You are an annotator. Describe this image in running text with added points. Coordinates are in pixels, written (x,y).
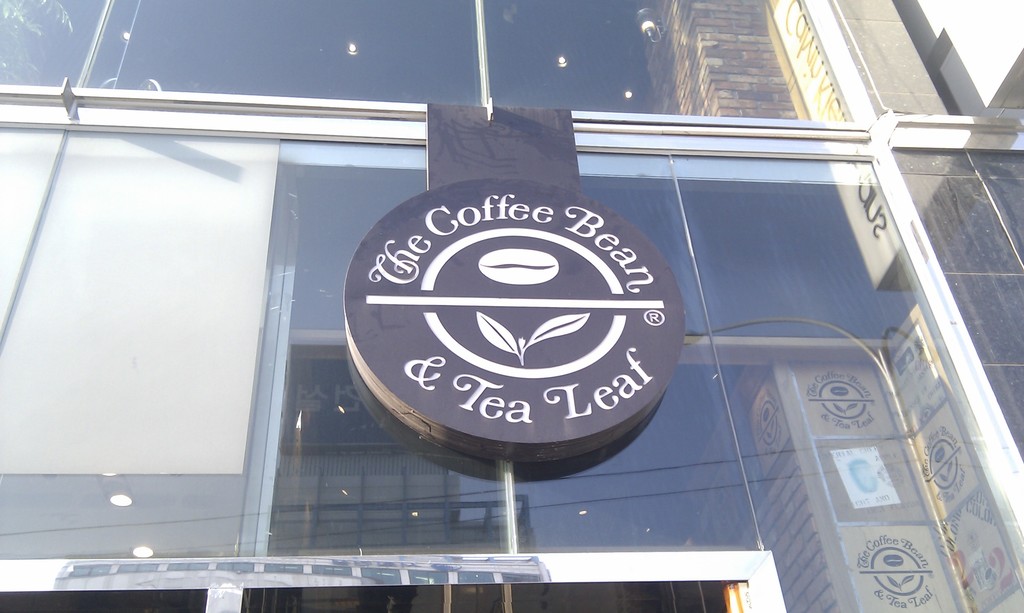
In this image there is a building (821,18), for that building (692,20) there is a glass wall (799,402), on that there is a logo (447,216) and there is some text (489,210).
